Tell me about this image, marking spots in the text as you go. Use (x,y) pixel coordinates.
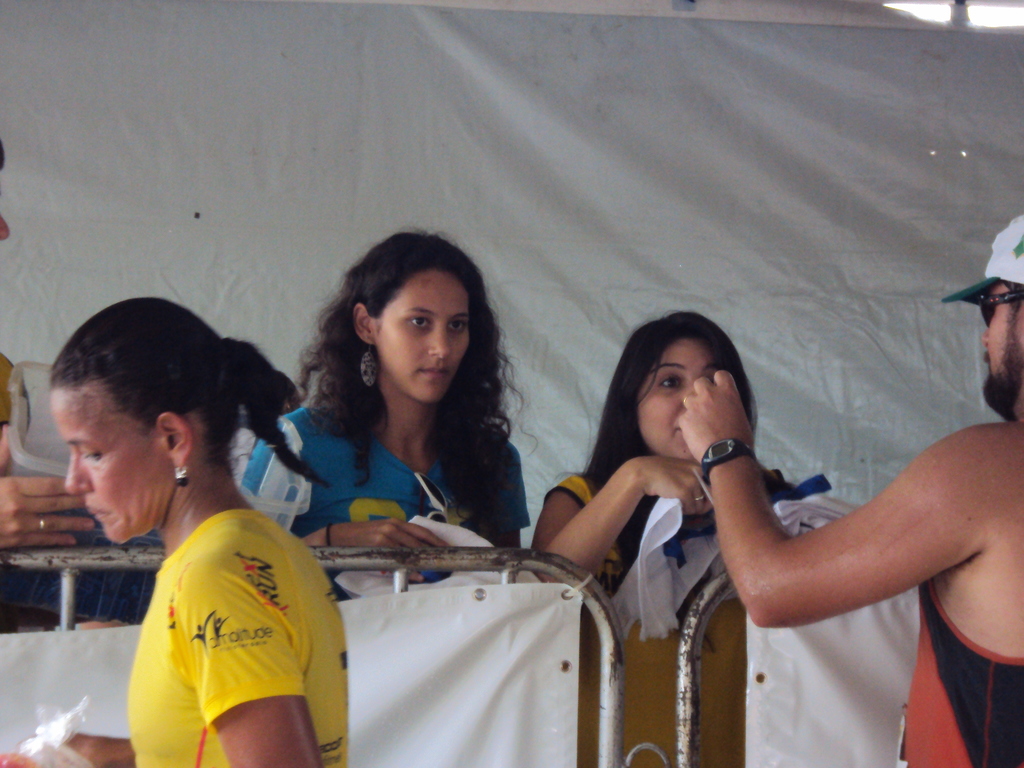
In this picture we can see a woman (181,760) holding an object (60,729) in her hand (93,762) on the left side (51,718). We can see a person (754,617) on the right side (934,624). There are a few barricades (699,606) and white sheets (487,638) are visible on these barricades (615,762). We can see two women (325,473) at the back (412,439). We can see a person (41,488) holding a box (50,455) on the left side (5,422). There is a white object (228,220) visible in the background (276,213).
